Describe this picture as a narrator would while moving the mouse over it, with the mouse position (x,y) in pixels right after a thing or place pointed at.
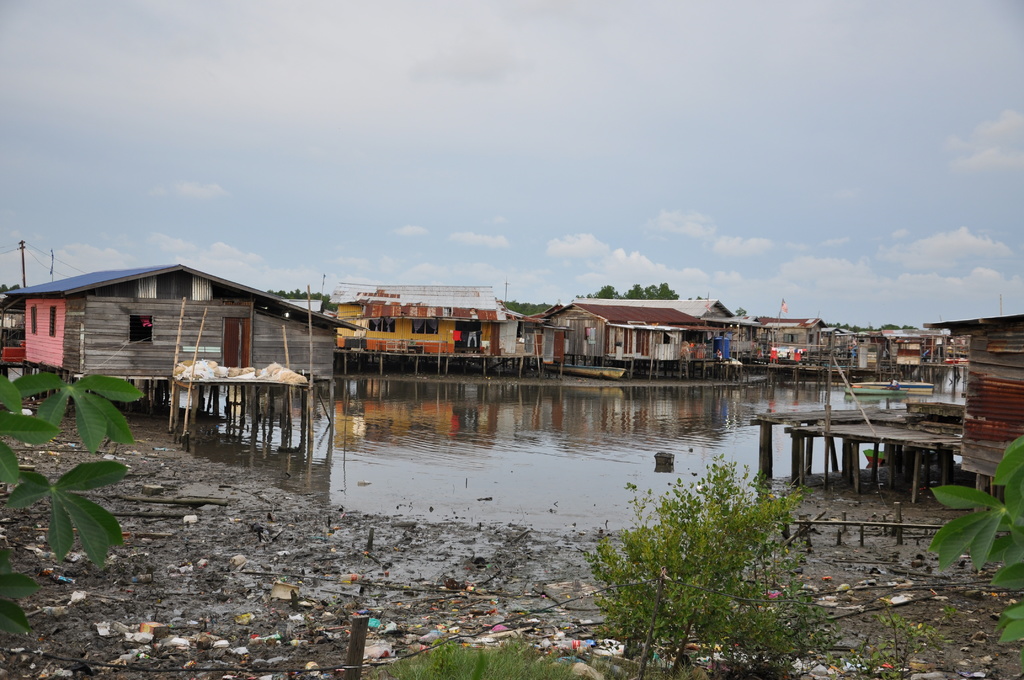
This image consists of some houses (621,325) in the middle (509,368). There is water (418,437) in the middle (418,437). There are bushes (4,400) at the bottom (808,622). There is sky (553,184) at the top (638,172).
